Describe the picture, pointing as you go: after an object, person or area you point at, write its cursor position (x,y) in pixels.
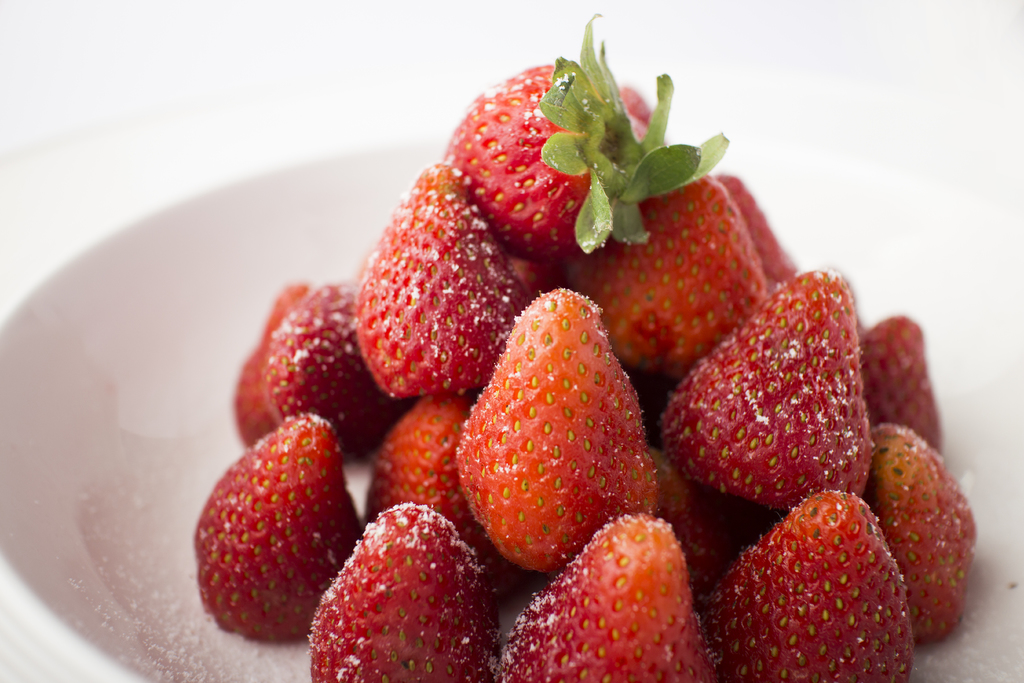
Here in this picture we can see strawberries (476,429) present in a bowl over there.
